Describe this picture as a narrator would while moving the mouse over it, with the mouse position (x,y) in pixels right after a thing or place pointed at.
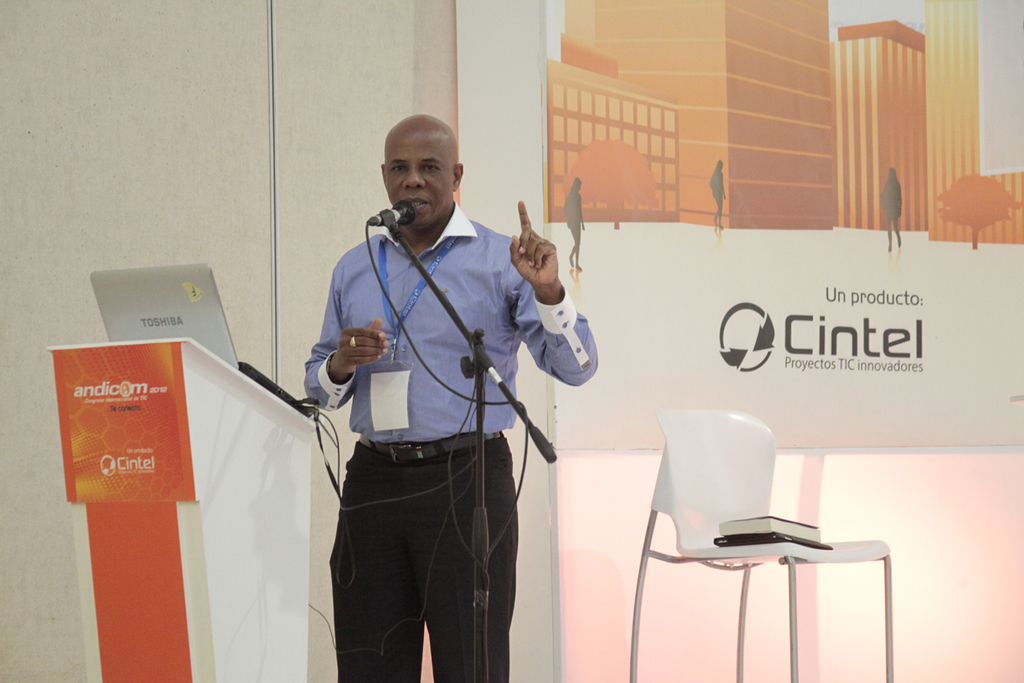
He is a man (462,409) standing and speaking on a microphone (370,215). He is standing in front of a stand (181,456). There is a laptop (210,344) on stand (235,380). There is a chair (707,515) on the right side (771,511). Books (757,519) are placed on that chair (711,502).
